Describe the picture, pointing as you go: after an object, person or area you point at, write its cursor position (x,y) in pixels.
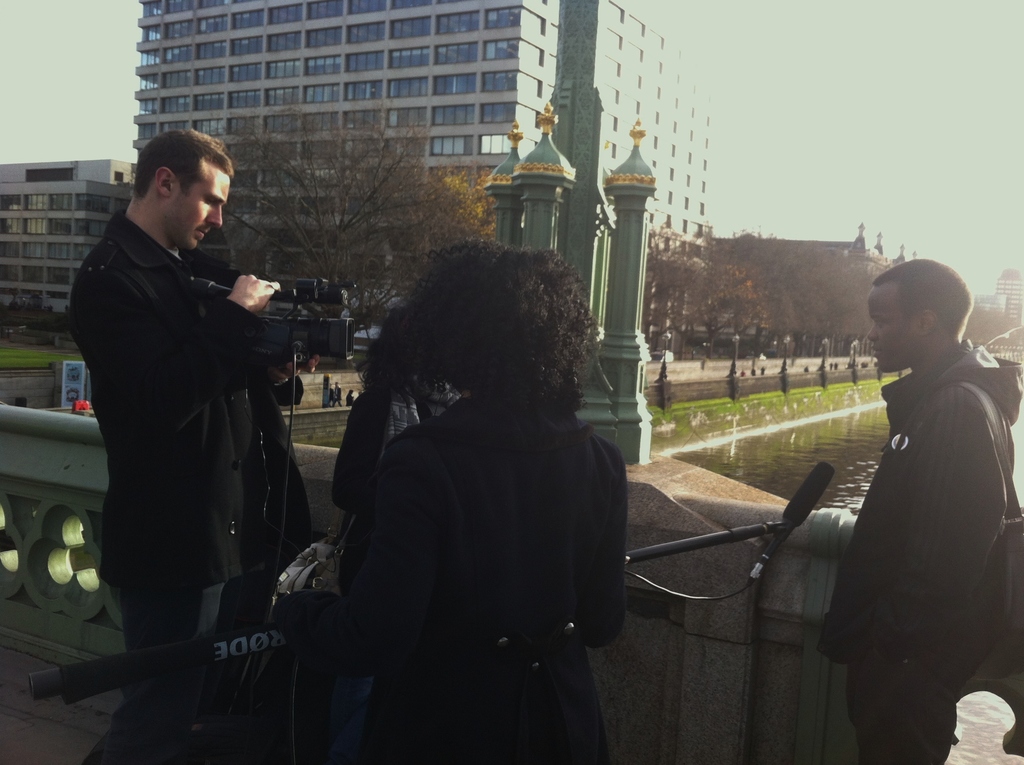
In the image there are four people (548,578) in the foreground (425,624) and they are working with some equipment (306,560), behind them there is a river (835,412) and around the river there are buildings (521,49), trees (787,245).
